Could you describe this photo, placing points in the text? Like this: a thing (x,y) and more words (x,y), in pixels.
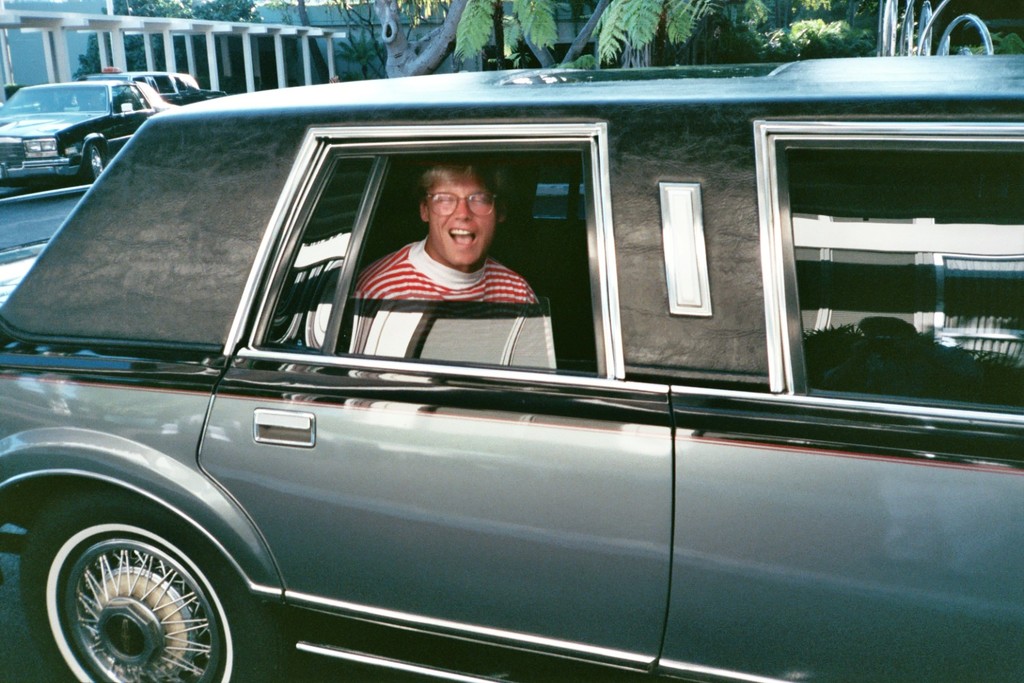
In this image, in the middle (593,345), we can see a car (829,408). In the car (421,309), we can see a man (421,309) sitting. On the left side (67,123), we can see few cars (33,87), pillars (105,31), trees (351,73). In the background (546,16), we can see trees (793,20) and a metal rod (892,34). At the bottom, we can see a road (4,193).
